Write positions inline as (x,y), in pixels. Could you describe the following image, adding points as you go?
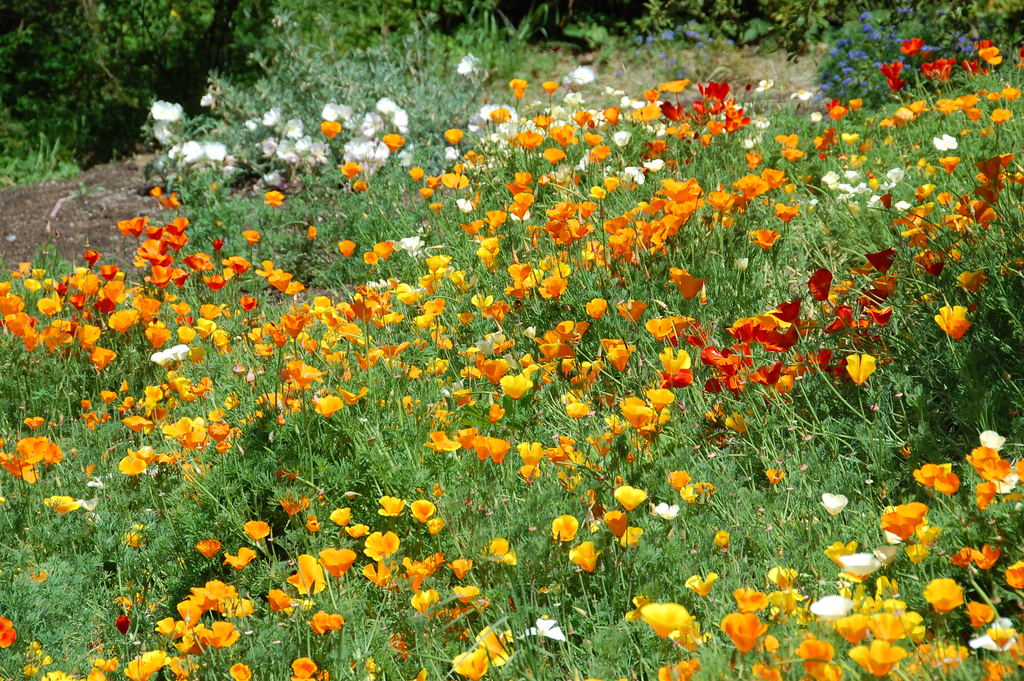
In this picture I can observe orange, yellow, red and white color flowers (132,320) to the plants (508,394). On the right side (853,71) I can observe violet color flowers (858,52). In the background (846,51) there are some plants (193,82).
